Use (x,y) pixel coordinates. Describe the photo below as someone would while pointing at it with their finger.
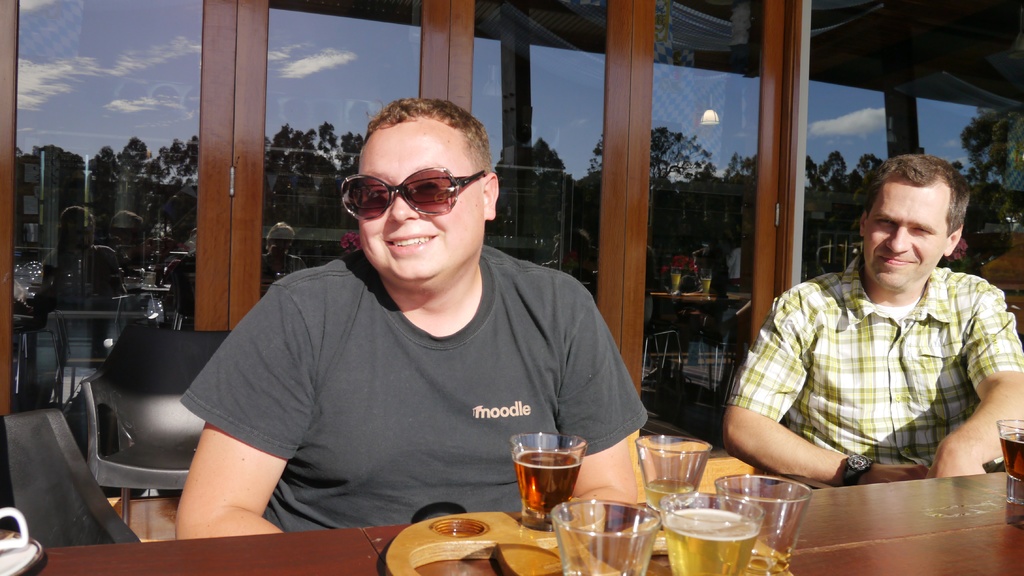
In this image we can see men (489,405) smiling and sitting on the chairs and tables (882,499) are placed in front of them. On the tables (332,556) we can see a serving tray (512,531) which consists of glass tumblers (677,496) with beverage (565,489) in them. In the background (184,393) there are chairs (172,389) and the reflection (309,117) of persons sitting on the chairs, tables (695,292), trees (272,168), buildings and sky (175,86) with clouds (144,109) on the mirrors (558,156).
